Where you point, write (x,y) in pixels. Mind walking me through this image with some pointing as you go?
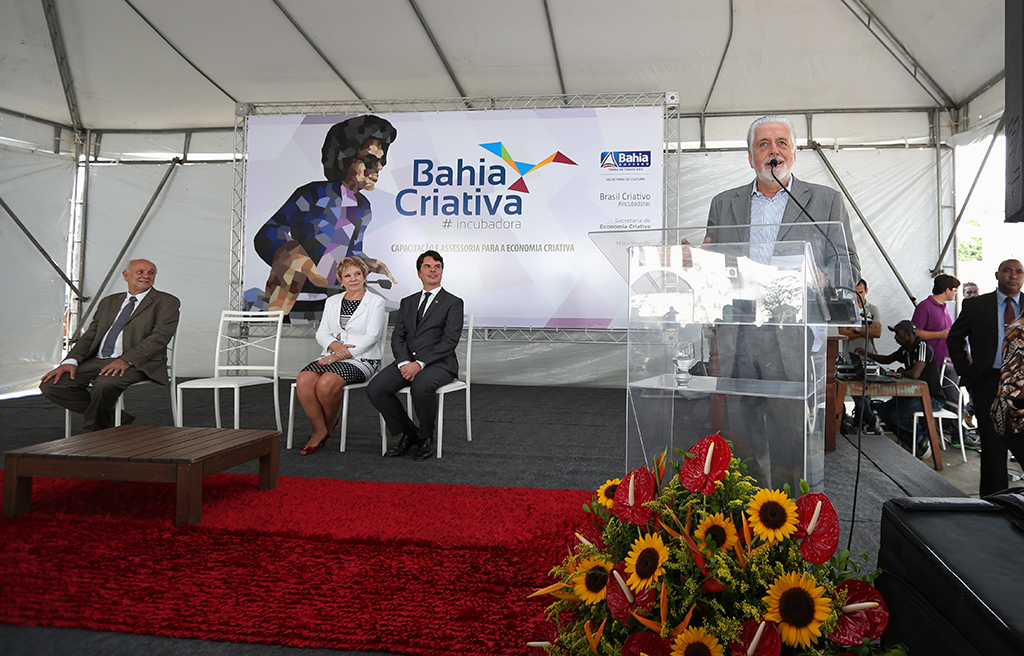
In this image I can see few people (74,390) where few of them are sitting and rest are standing. I can also see few chairs (961,430), plants (584,624) and a table (53,444).
